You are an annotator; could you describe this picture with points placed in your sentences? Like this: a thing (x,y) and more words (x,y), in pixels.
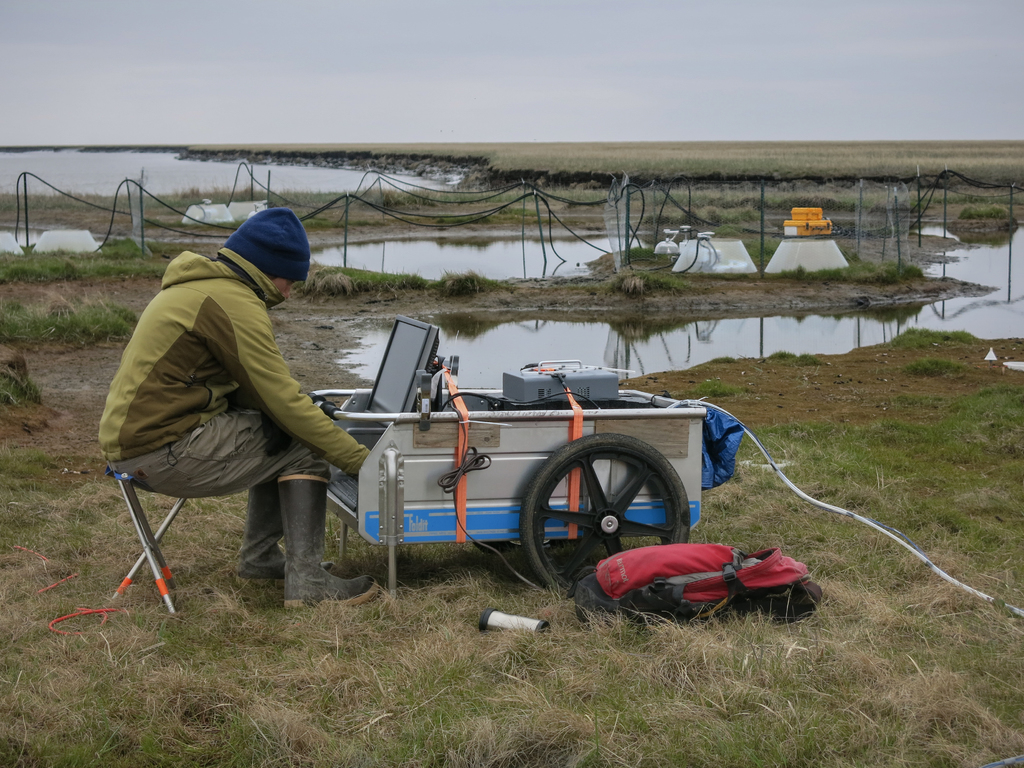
In the center of the image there is a person (125,459) sitting on the stool (140,542). In front of him there is a monitor screen (406,367) and there is some vehicle (501,447). At the bottom of the image (608,664) there is grass (608,664). There is a bag (703,595). In the background of the image (562,197) there are wires (416,198). There is water (500,241) and there are plants (675,156). There is sky (298,88).
